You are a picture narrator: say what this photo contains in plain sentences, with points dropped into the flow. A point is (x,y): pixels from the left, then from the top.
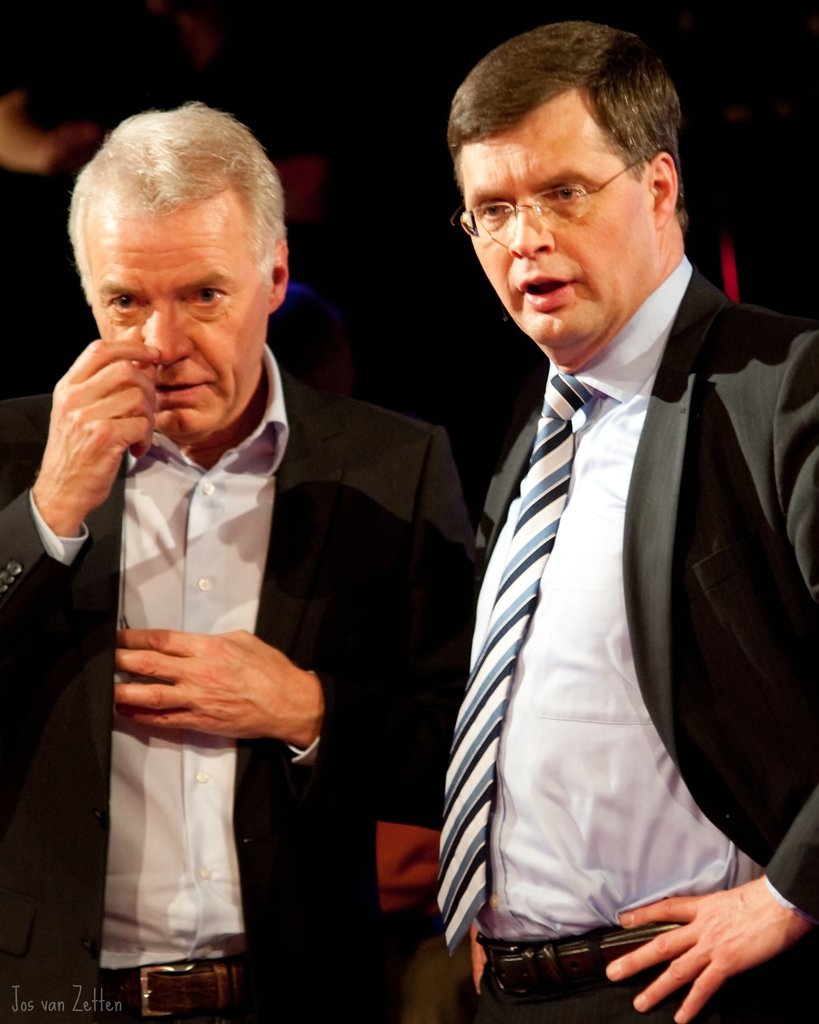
In this image there are two people (314,396) standing, and there is a dark background (630,3) and a watermark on the image.
